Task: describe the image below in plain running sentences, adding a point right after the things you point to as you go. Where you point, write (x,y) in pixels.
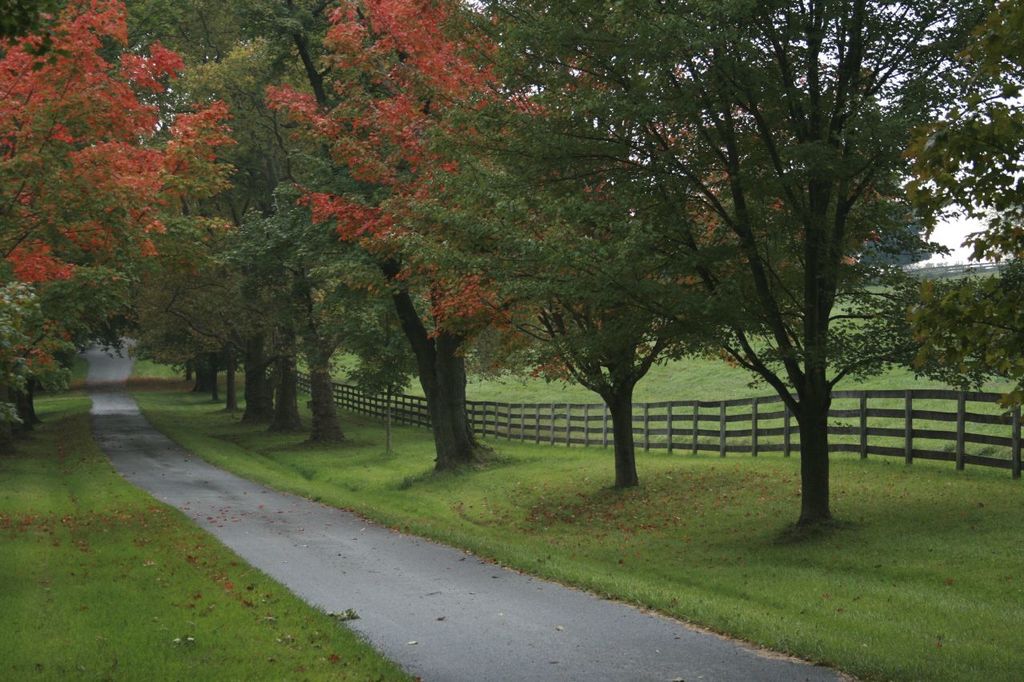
In this image, there are trees (457,393) and we can see a pole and a fence (932,452). At the bottom (280,553), there is ground (141,614) and a road (291,535).
